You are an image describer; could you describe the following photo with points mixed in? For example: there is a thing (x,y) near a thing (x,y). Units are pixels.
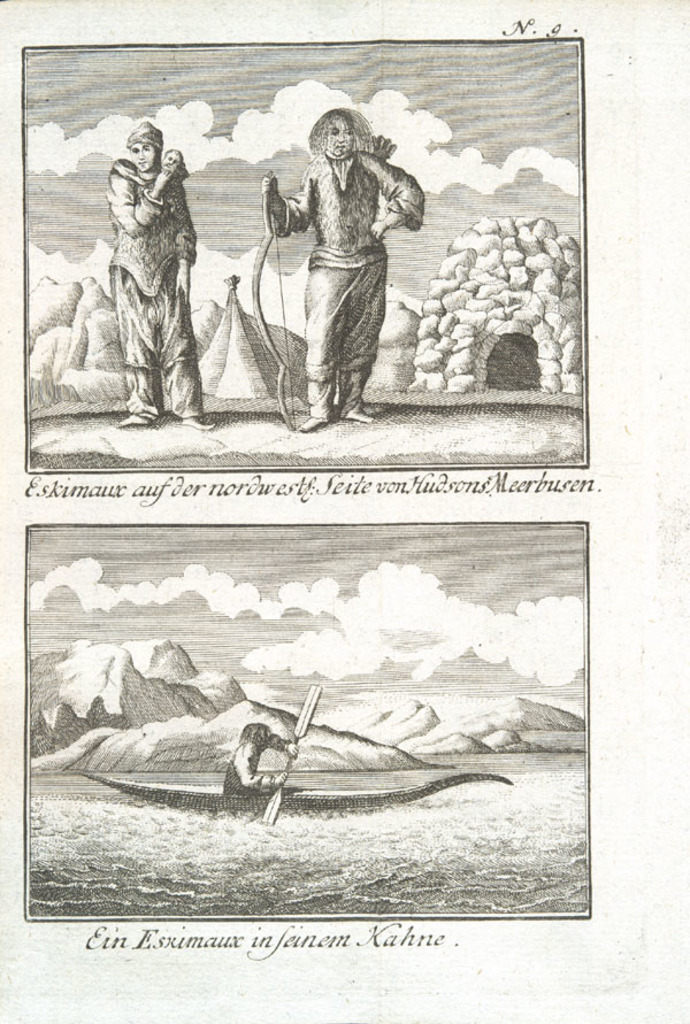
In this image we can see a poster (235,564) with a few people (149,241), water (364,837), boat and the sky (264,528) with clouds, also we can see the text (228,490) on it.
